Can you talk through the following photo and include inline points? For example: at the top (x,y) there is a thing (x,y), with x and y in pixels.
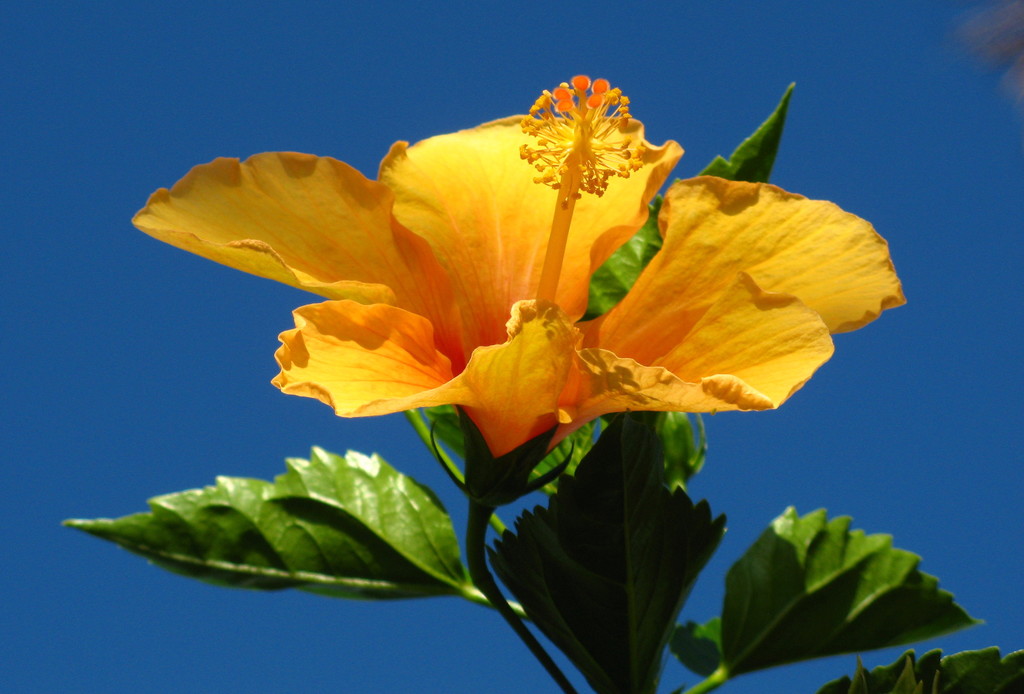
In this picture I can see a flower (797,223), there are leaves (918,586), and in the background (59,337) there is the sky (783,154).
